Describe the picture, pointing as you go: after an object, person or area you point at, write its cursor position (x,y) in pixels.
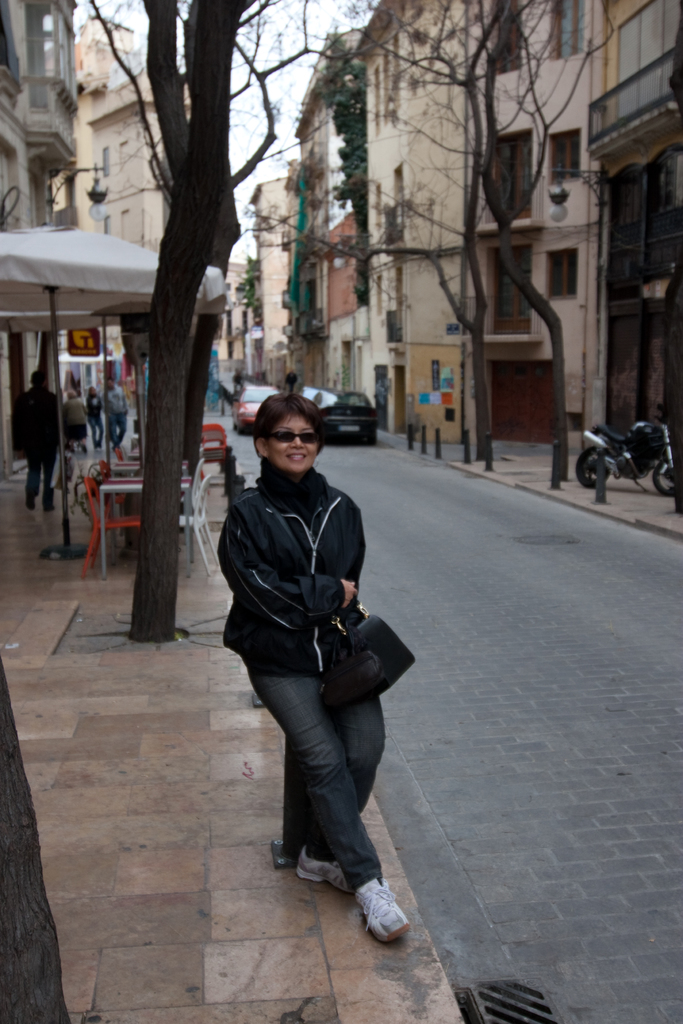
In this picture I can see a woman (337,718) sitting in the middle (336,600). On the left side (45,251) there are umbrellas (155,274), chairs (111,521). In the background (186,436) there are cars (340,440), trees (173,445) and buildings (365,357), at the top (282,92) there is the sky (271,89).
